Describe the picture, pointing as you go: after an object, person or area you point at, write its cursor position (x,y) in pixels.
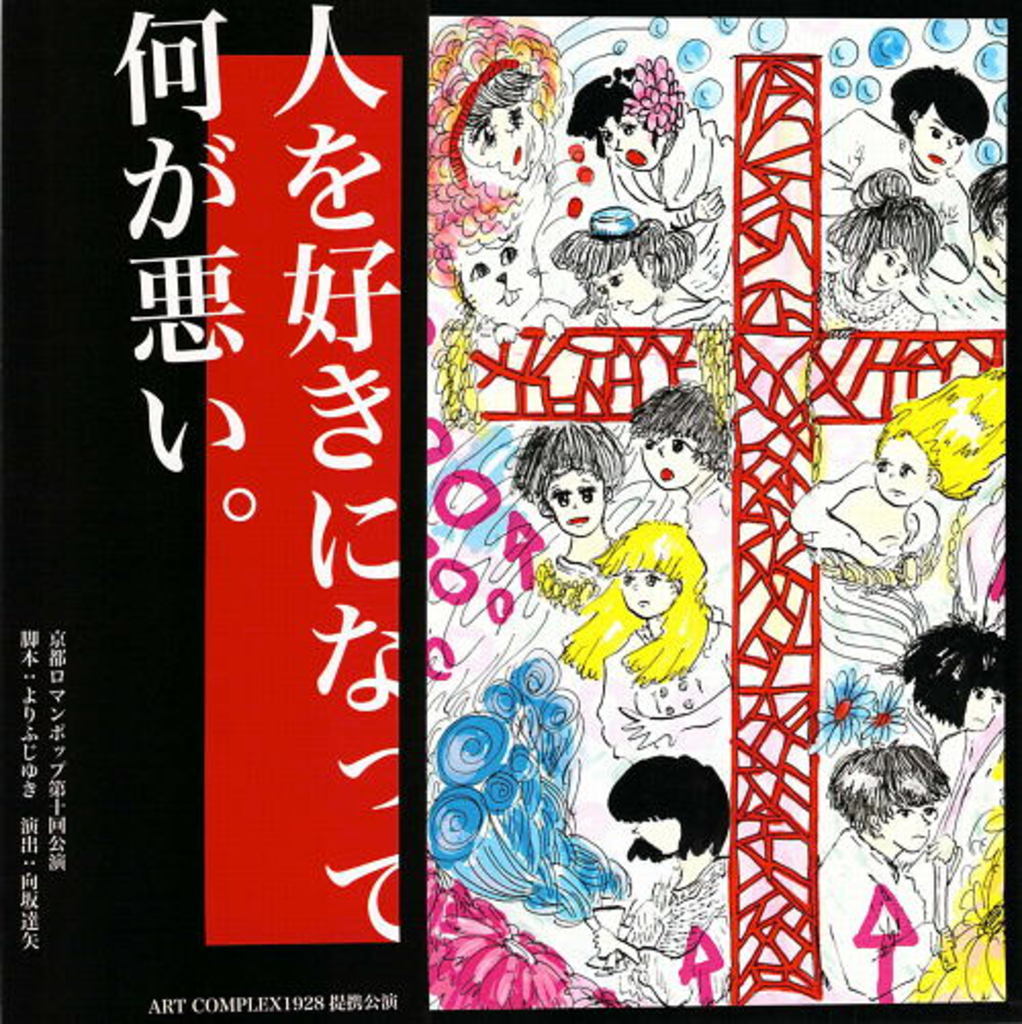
I see there are animated pictures (741,543) over here and I see few words (331,442) written over here and I see a watermark (232,1010) over here and it is black and red over here.
